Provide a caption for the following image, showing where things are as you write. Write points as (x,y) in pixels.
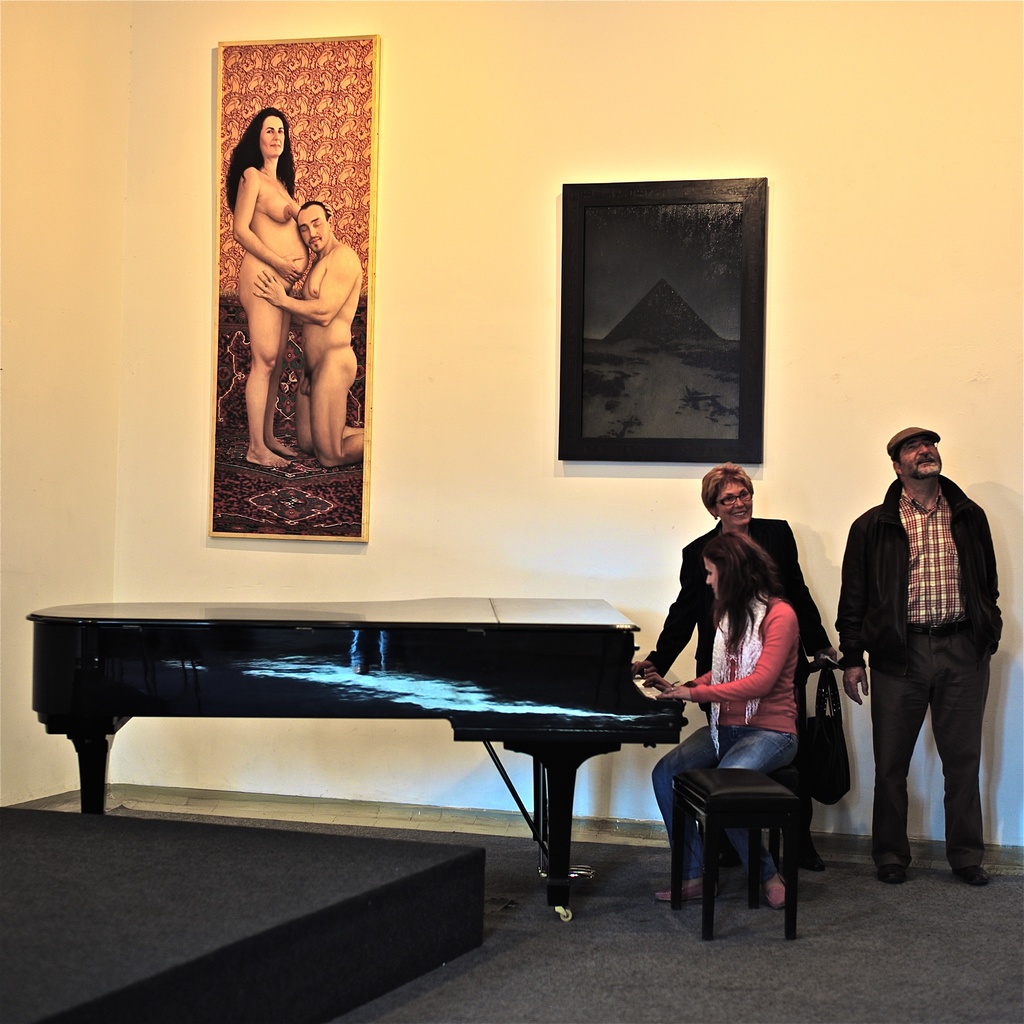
Bottom right side of the image (952,819) two people (685,583) are standing and one woman (716,549) is sitting and playing piano (594,659). Top right side of the image (775,138) there is a wall (688,108), On the wall (530,389) there is a frame (669,185). Top left side of the image (321,93) on the wall (279,17) there is a frame (350,235), In the frame (336,202) two people (272,147) are there.
